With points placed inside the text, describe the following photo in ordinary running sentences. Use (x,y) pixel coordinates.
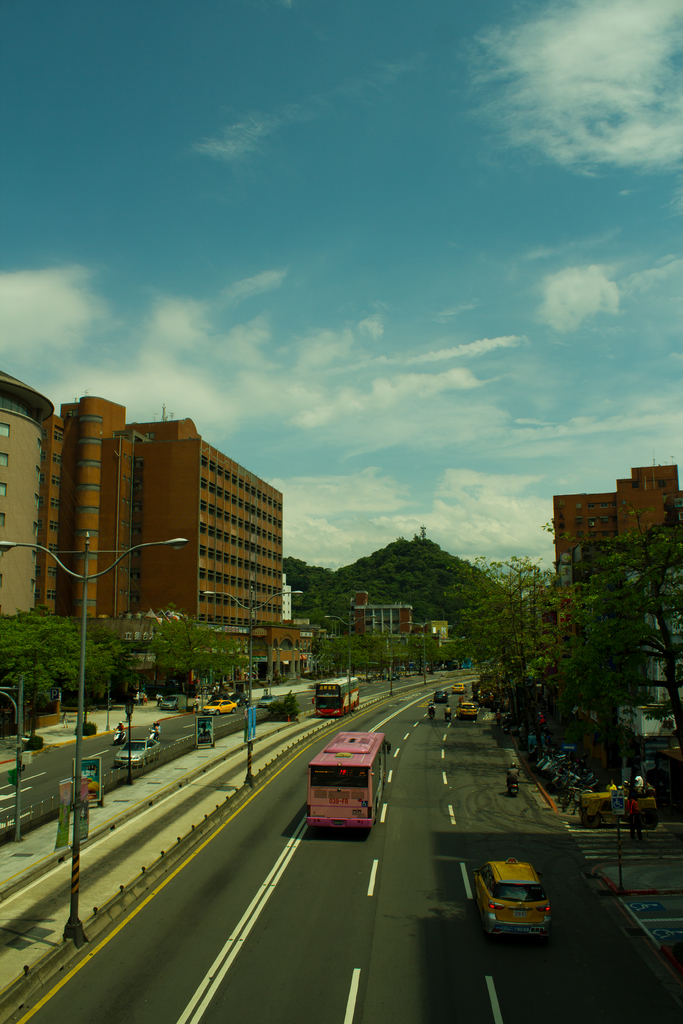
In this image, there are a few vehicles (340,774), buildings (221,601), people (119,730), poles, trees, hills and boards (101,791). We can see the ground (644,934) with some objects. We can also see the sky (469,445) with clouds (521,339).
